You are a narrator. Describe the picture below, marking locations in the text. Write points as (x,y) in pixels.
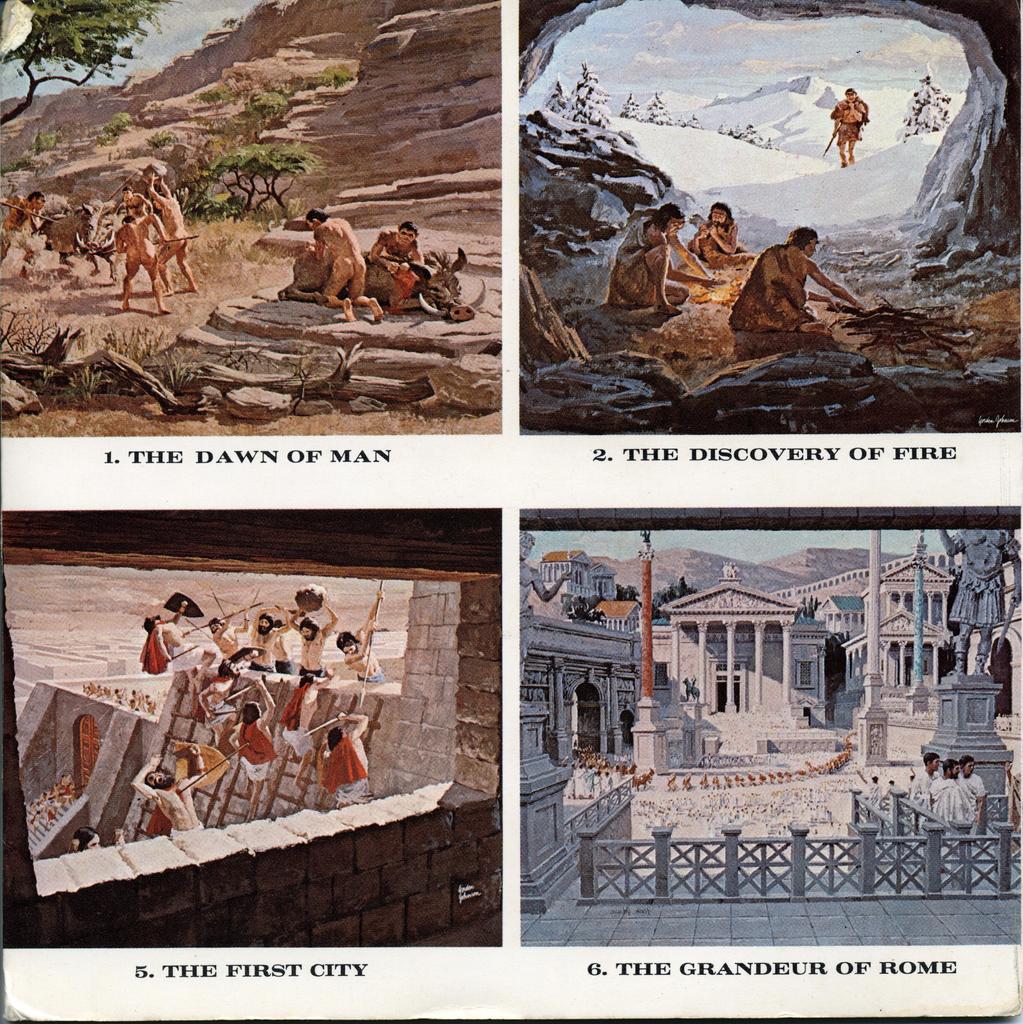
In this image there are many pictures (420,547). In the top left (186,237) there is a image (144,225). There are people (141,263) on the rocks (315,319). There are trees (73,78) in the image. In the top right (707,271) there are people (801,236) sitting on the ground (865,227). There is snow (757,130) on the ground (800,195). In between them there is bonfire (718,285). In the bottom right (732,705) there are buildings (750,739). There are people (944,815) standing. In the bottom left (305,765) there are people (193,779) climbing a wall (221,789). Below every picture (307,723) there is text (237,964) on the image.
